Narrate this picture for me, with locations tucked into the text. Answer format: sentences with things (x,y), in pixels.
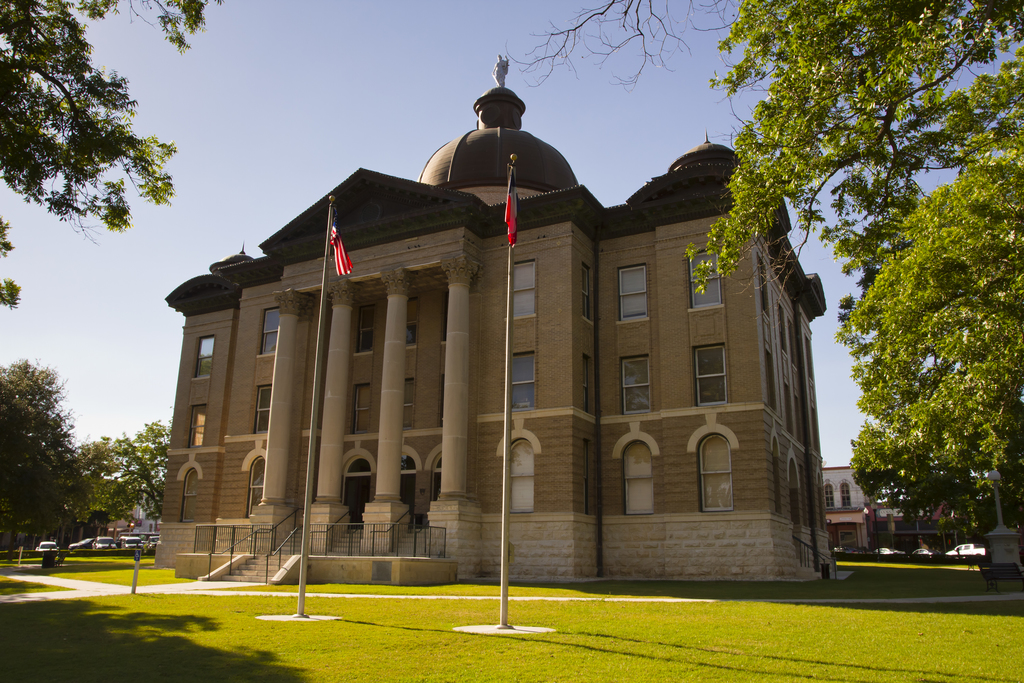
In this image, we can see some trees (872,489) and cars (73,541). There are flagpoles (312,420) in front of the building (249,351) which is in the middle of the image (648,315). At the top of the image (356,43), we can see the sky (618,89).
